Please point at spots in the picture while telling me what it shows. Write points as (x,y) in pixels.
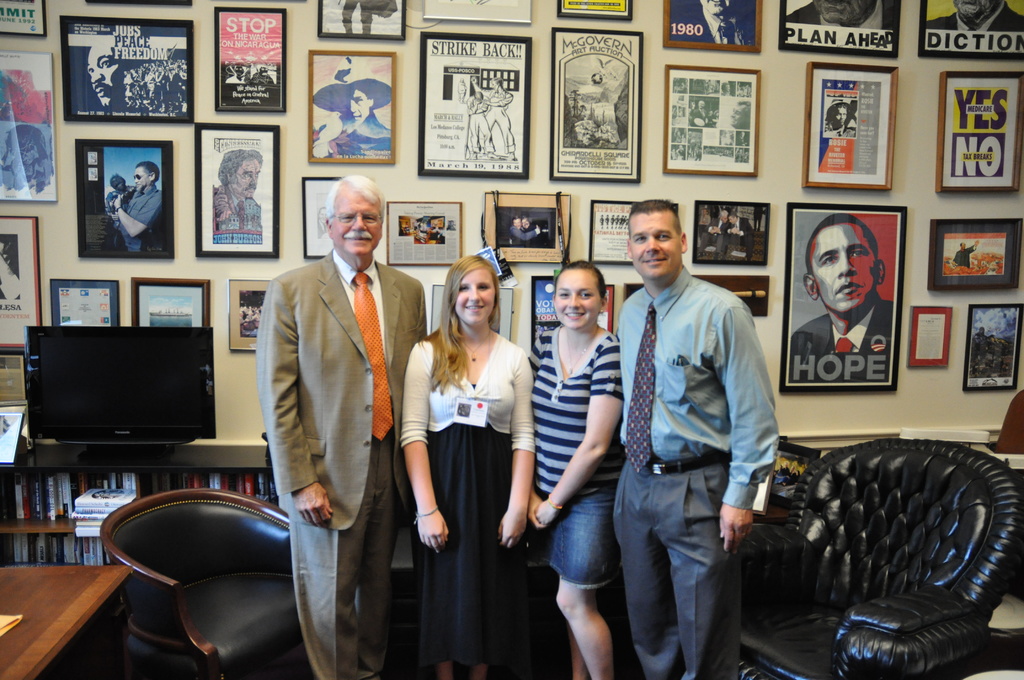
This is a picture taken in a room, there are four persons (525,461) standing on the floor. Behind the people (500,663) there are chairs (743,584), table (74,607) and shelves (127,468) in shelves (34,527) there are books (90,486). Background of the people (550,432) is a wall (891,397) with lot of photos (853,265) and a television (124,389).
